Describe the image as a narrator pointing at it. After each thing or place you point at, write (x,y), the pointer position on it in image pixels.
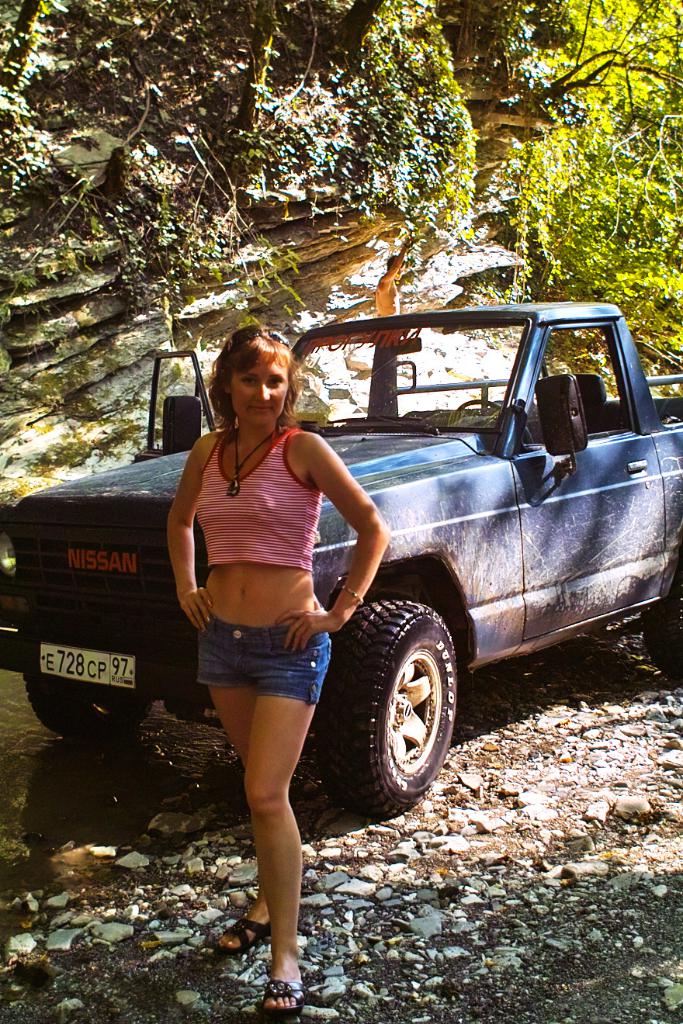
In this image we can see a lady (199,636) standing. Near to her there is a vehicle (352,558). On the ground (448,833) there are stones (451,825). Also there is water (23,705). In the background (262,203) there are trees (423,188) and rocks (366,224). Also there is a rock (399,286).
